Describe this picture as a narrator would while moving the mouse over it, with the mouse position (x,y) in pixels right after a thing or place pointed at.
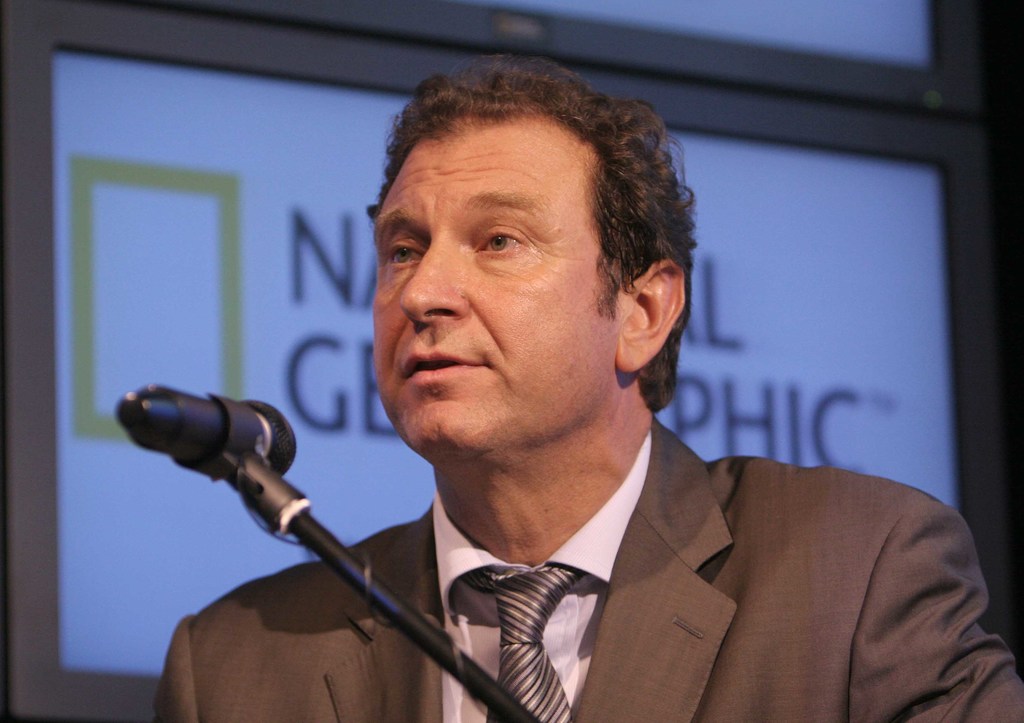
In the image I can see a person (560,407) who in front of the mic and behind there is a projector screen (165,291).
